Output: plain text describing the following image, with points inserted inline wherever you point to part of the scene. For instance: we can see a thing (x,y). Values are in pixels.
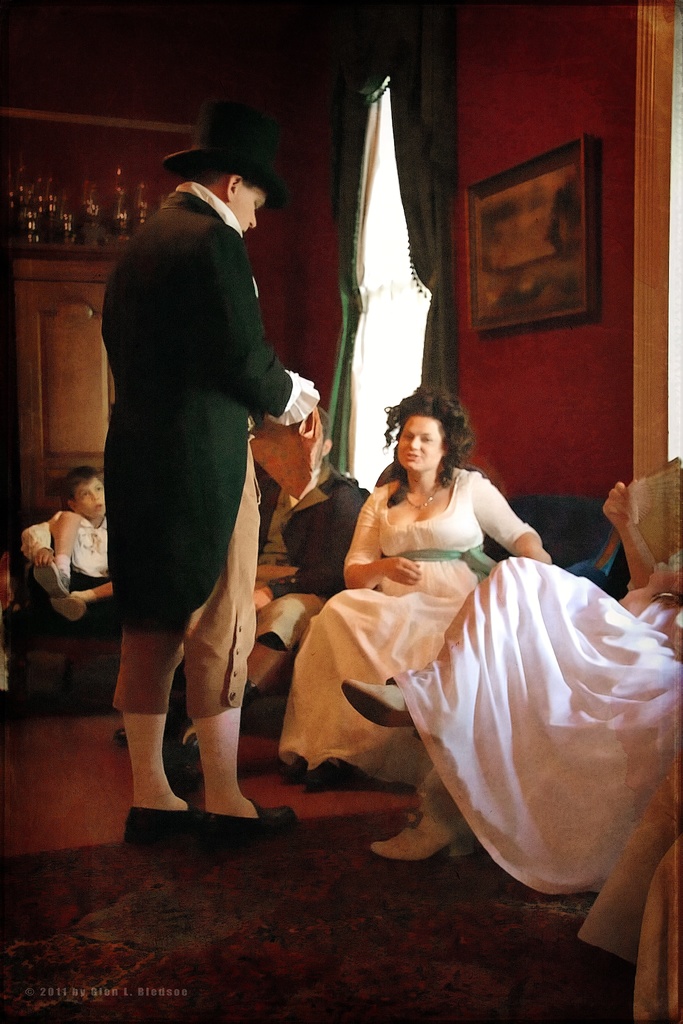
This picture is clicked inside. On the left (205,239) there is a person (195,350) holding an object (285,469) and standing on the ground (122,795). On the right (544,575) we can see the group of people (304,568) sitting on the sofas (594,523). In the background (451,195) we can see the curtains (388,62), picture frame (497,206) hanging on the wall (91,35), wooden cabinet (74,292) and some other objects (126,206). At the bottom left corner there is a text (148,993) on the image.
